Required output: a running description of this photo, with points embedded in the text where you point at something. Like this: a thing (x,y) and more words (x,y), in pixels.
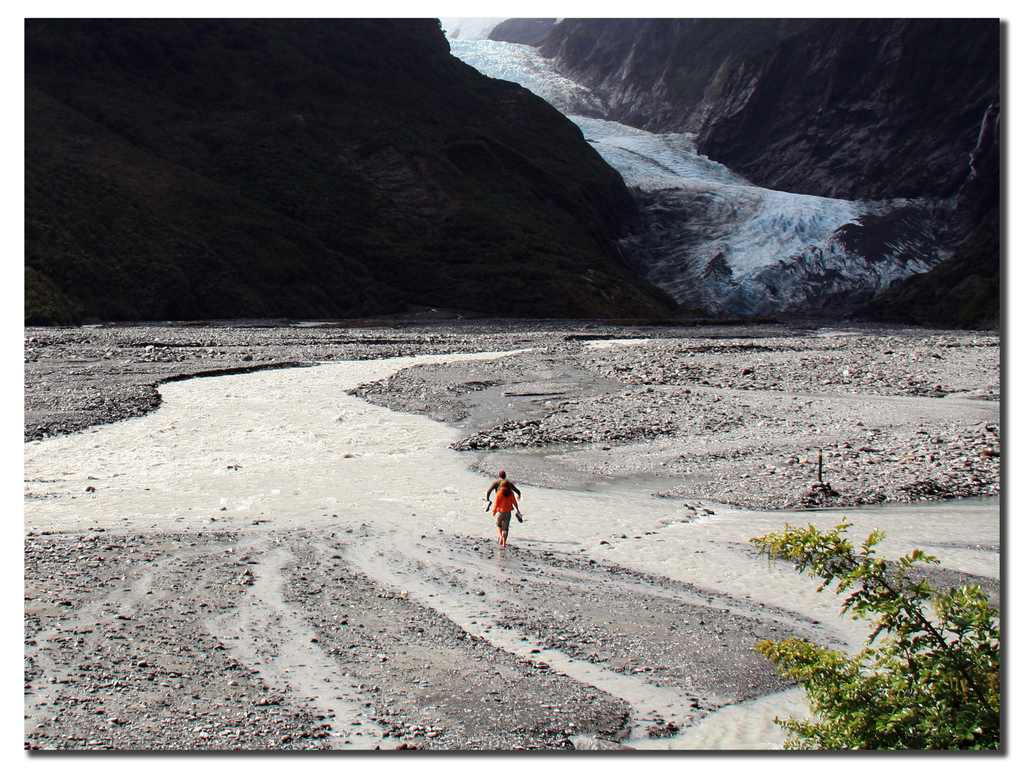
In this picture there is a man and a woman (506,539) in the center of the image (510,486), there is water (463,460) in the center (463,460) and at the top side of the image (820,211), there is a tree (959,644) in the bottom right side of the image (858,683) and there are mountains (526,97) at the top side of the image (547,192).
